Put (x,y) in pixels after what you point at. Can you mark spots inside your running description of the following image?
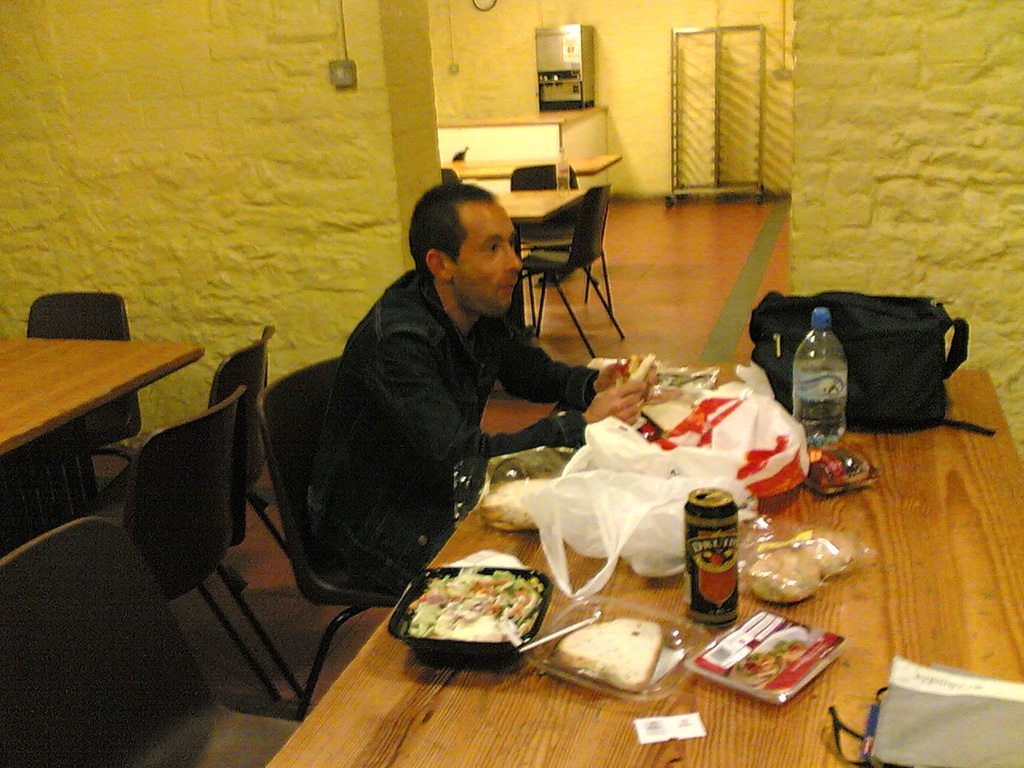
The person (402,431) wearing black dress (403,419) is sitting in a black chair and eating and there is a table (532,558) in front of him, Which consists of some eatables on it and the walls (856,158) are yellow in color.
